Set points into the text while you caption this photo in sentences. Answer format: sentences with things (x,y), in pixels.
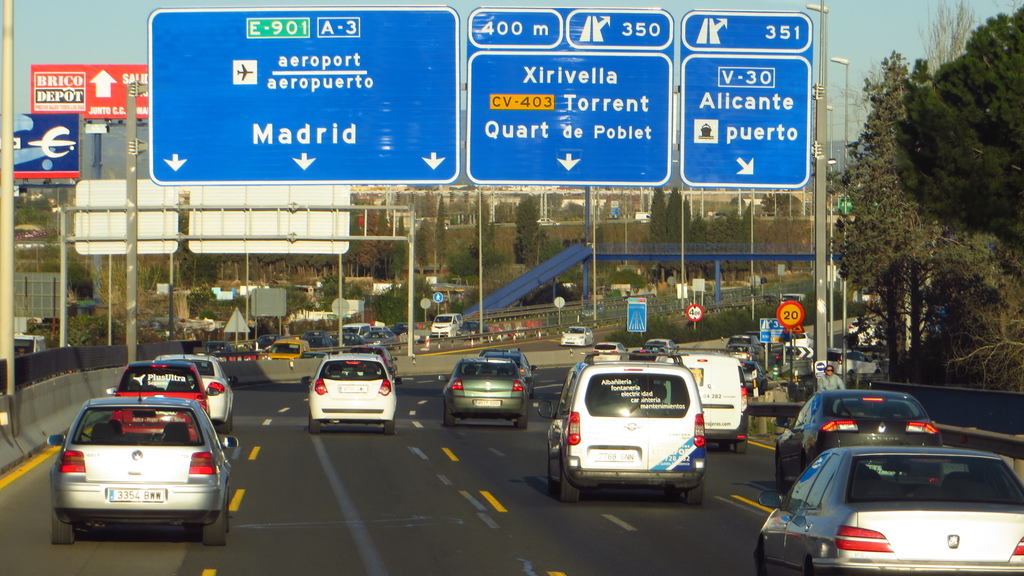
Here in this picture we can see number of vehicles (505,392) present on the road (530,409) and at the top (212,35) we can see sign boards (151,98) and hoardings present on poles (641,333) and we can see plants (394,298) and trees (336,295) covered over there and we can see the sky (1,71) is clear and we can see light posts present and we can also see a bridge (621,252) present in the far.
